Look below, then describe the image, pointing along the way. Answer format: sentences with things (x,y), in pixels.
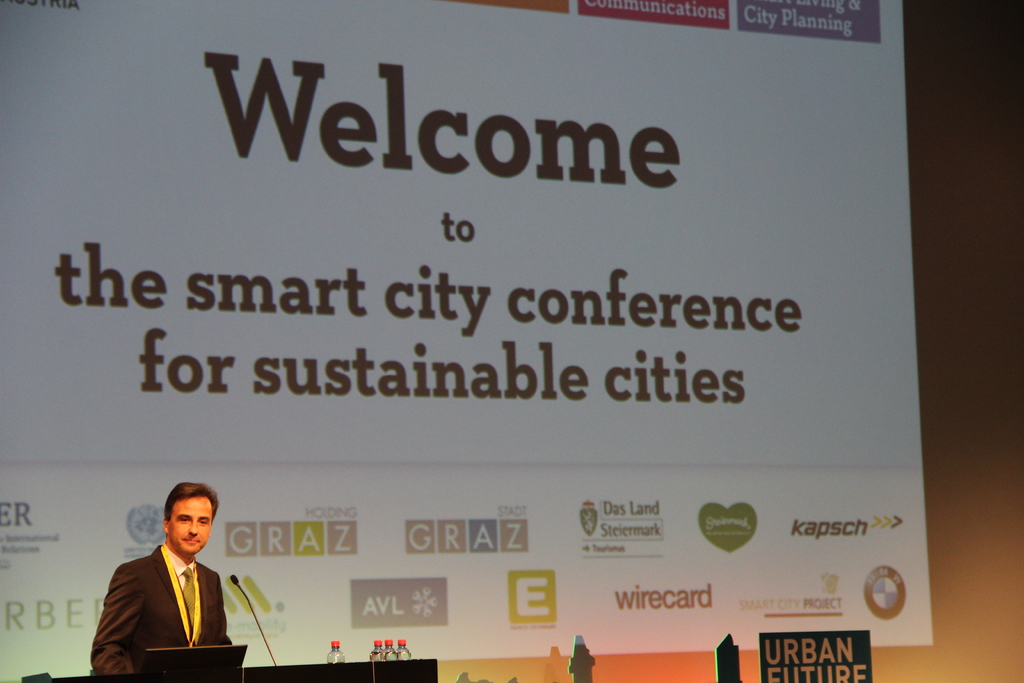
The man (152,631) in white shirt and black blazer (152,617) is standing. In front of him, we see a podium (339,681) or a table (264,680) on which laptop (184,654), water bottles (370,651) and a microphone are placed. In the right bottom of the picture (806,650), we see a green board (812,658) with some text (785,661) written on it. Behind him, we see a white board (539,313) or a projector screen (626,210) with some text (678,302) displayed on it.
